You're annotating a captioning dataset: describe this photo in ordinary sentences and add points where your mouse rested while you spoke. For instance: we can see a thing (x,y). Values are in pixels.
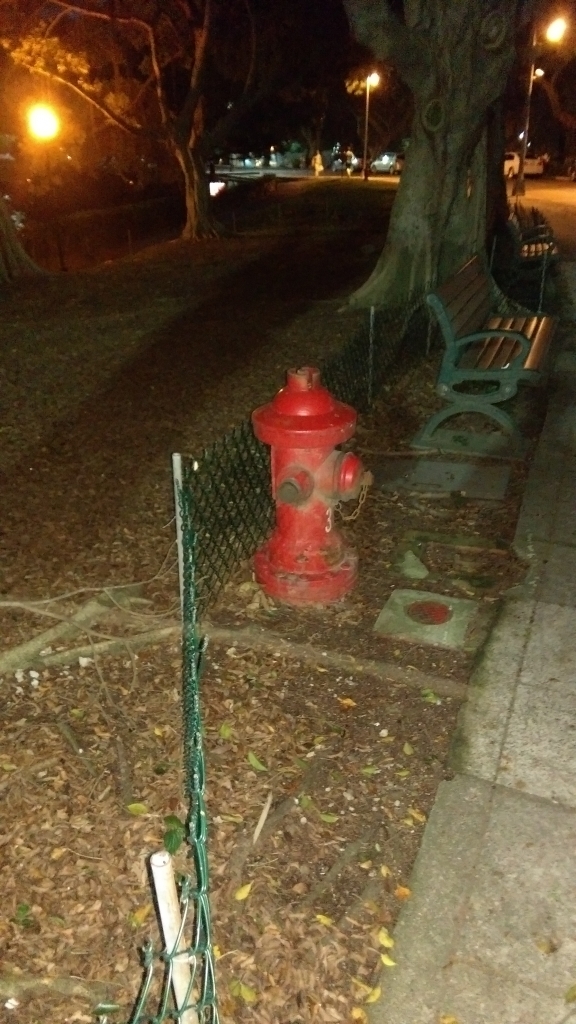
This image is taken outdoors. At the bottom of the image (500,888) there is a floor (439,889) and there is a ground (232,857) with grass (123,291) and dry leaves (236,806) on it. In the middle of the image (270,531) there is a fence (351,390) on the ground (215,611). There is a hydrant (311,593) and there are two empty benches (502,395). There is a tree (436,206). In the background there are a few trees (114,129) and poles (522,161) with street lights (533,73). A few cars (536,164) are parked on the road (392,174).
